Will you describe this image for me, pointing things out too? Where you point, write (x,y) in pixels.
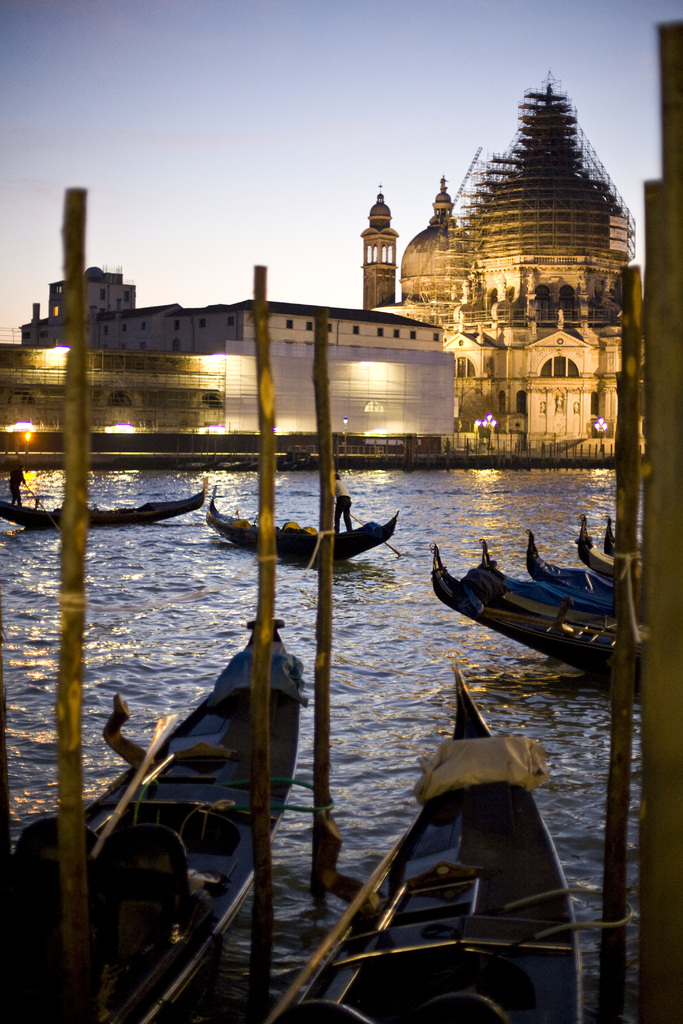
In the foreground of this image (235,871), there are two boats (388,917) tied to the poles (313,838) and in the background (535,594), there are boats (445,569) on the water (121,488), lights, few buildings (210,386) and the sky (261,93).
